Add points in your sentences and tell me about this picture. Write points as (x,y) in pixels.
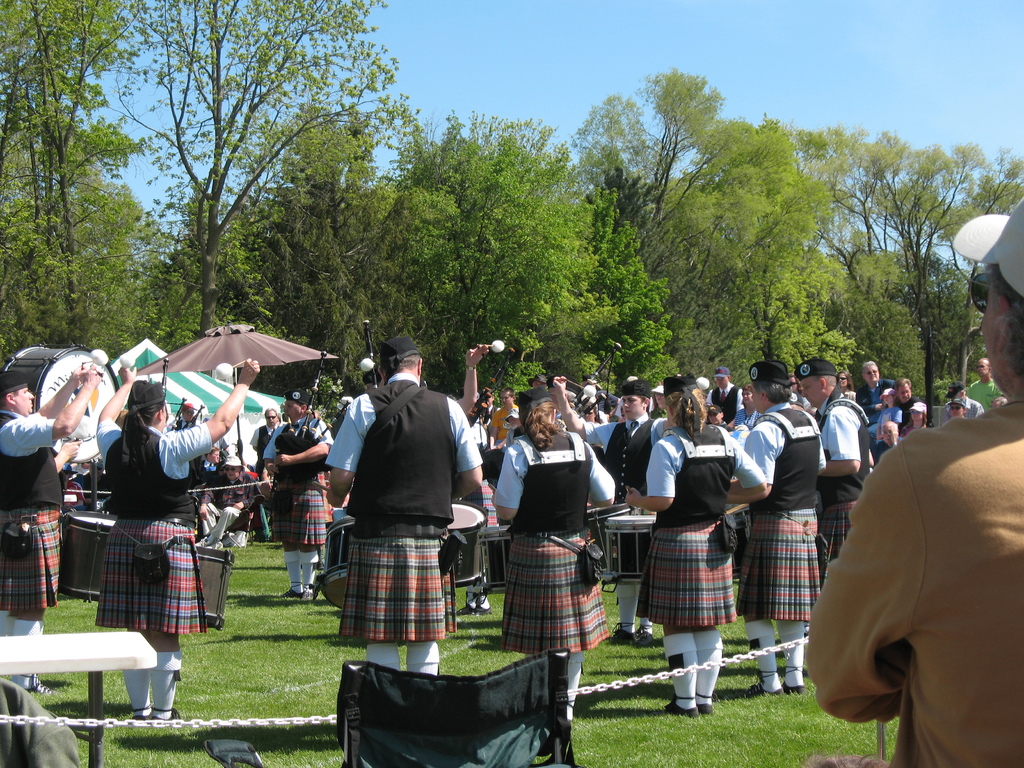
People (573,494) are standing, here there is table (105,646), this is grass (285,656), this is chain (620,685) and these are trees (633,331) and this is umbrella (258,349).
